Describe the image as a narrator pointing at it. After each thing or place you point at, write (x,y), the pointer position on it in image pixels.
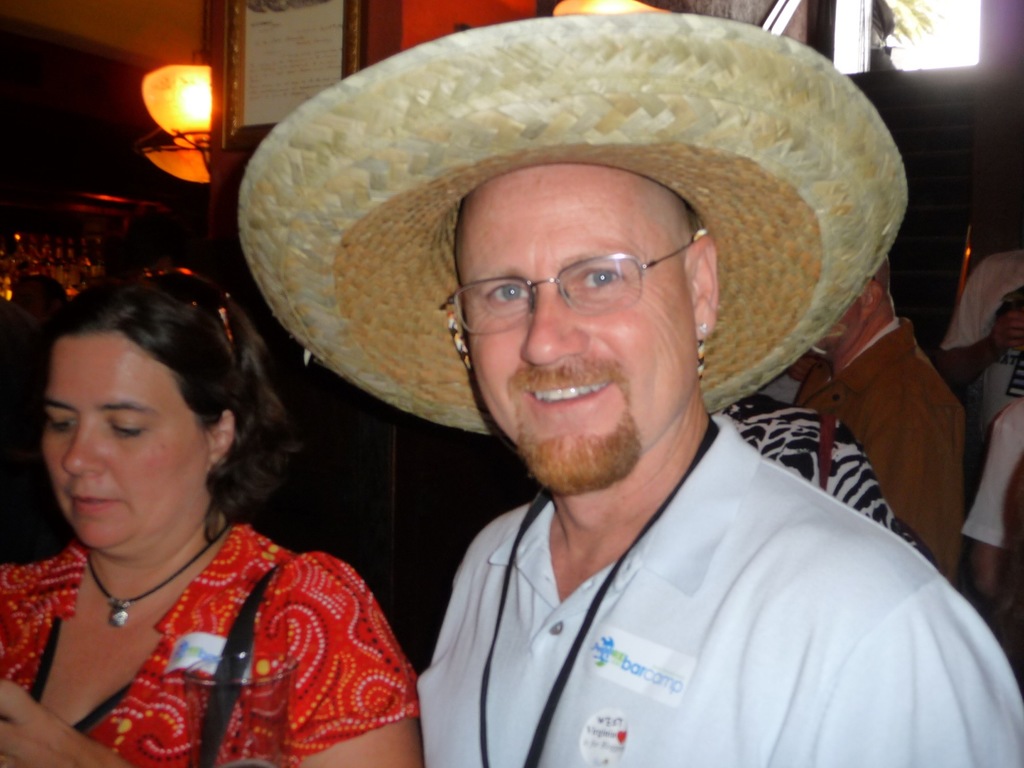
This image is taken indoors. In the middle of the image (490,387) there is a man (476,741). He has worn a hat (330,197), a shirt (700,737) and spectacles (482,302). On the left side of the image (61,722) there is a woman (255,577). On the right side of the image (966,304) there are a few people (881,510) standing on the floor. In the background (1007,214) there are a few walls (999,173) with a window (870,65), a picture frame (360,56) and a few lamps (153,147).
